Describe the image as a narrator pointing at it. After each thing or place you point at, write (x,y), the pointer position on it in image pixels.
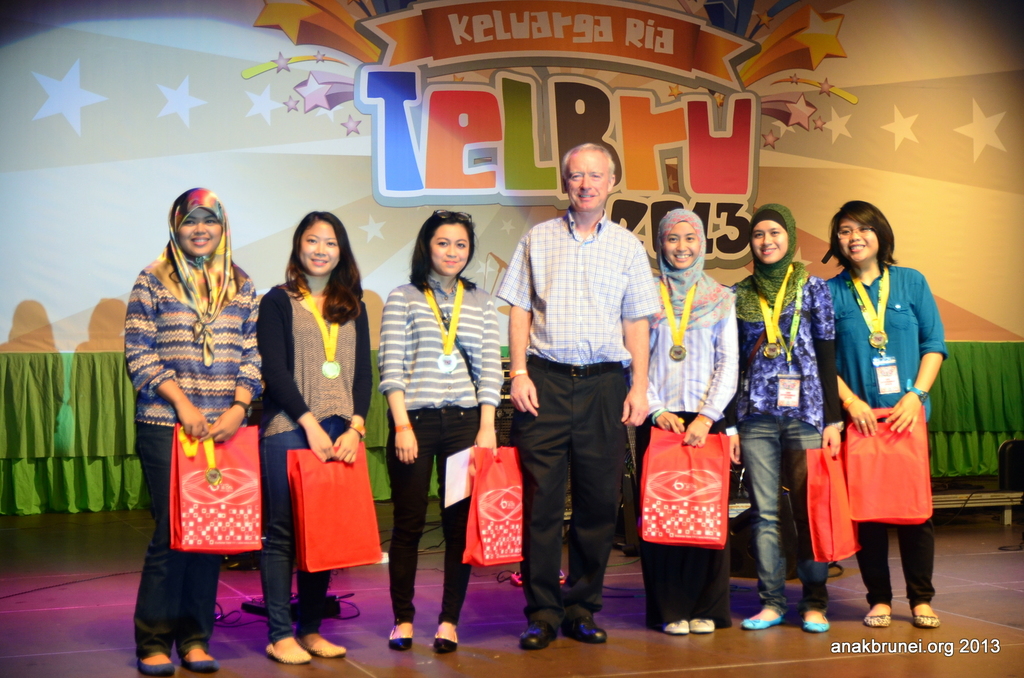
The picture is taken from some website, man (540,311) is posing for a photo along with the group of women (486,305). All the women (472,328) are holding some covers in their hand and most have a medal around their neck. Behind these people (547,275) there is a banner (354,146) of some event.
